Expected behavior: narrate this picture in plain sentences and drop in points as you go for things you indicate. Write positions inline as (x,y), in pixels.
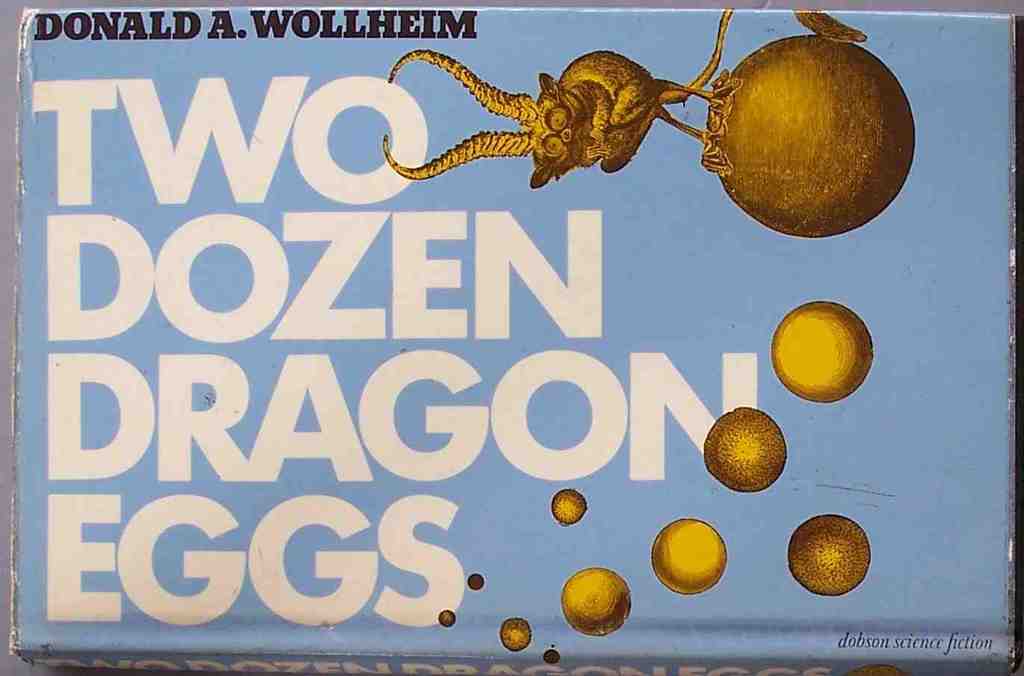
By seeing this image we can say it is a poster (94,305) on which some text (275,532) and cartoon figures (814,536) are there.
